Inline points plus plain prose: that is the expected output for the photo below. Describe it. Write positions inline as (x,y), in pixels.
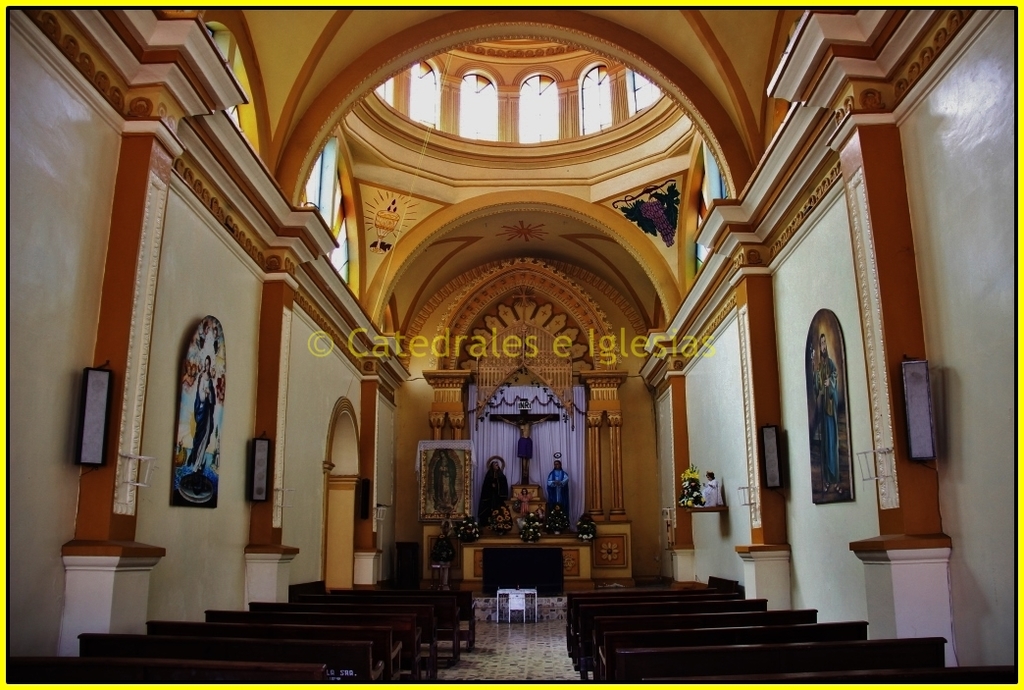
In this picture we can see benches (407,661) on the floor (507,627), pillars (370,493), speakers (262,456), frames (818,384) on the wall (304,329), curtains (537,449), statues (560,496), flowers (537,524), ceiling (314,90) and some text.
